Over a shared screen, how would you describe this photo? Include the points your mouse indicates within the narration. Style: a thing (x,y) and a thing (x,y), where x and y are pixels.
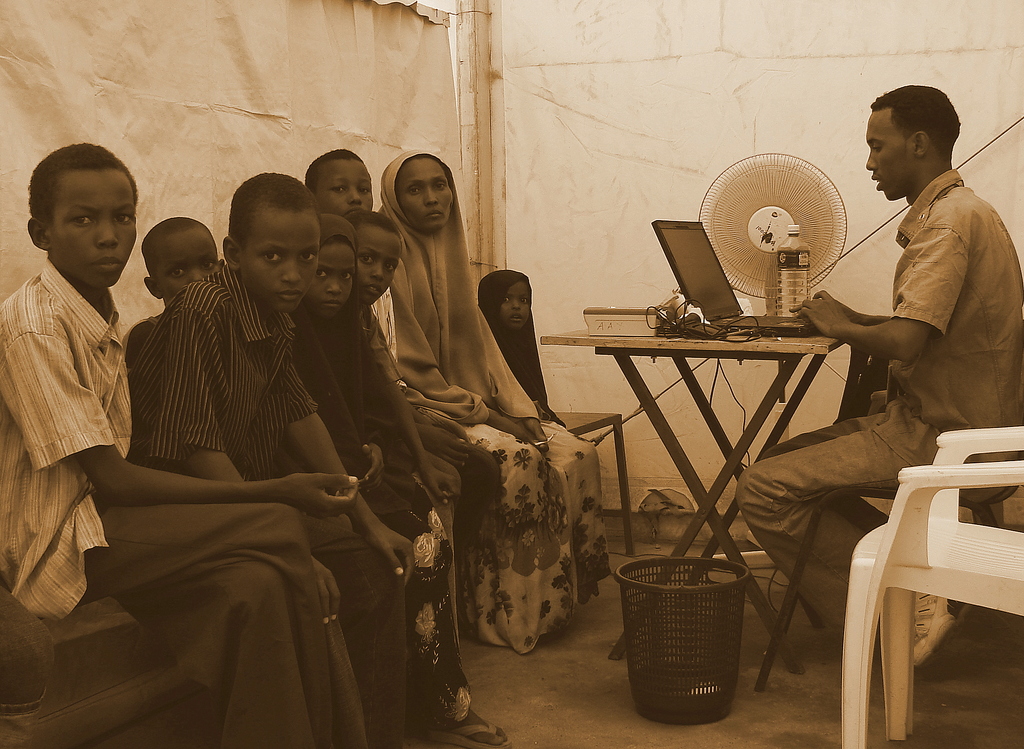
This picture is clicked inside the room (338,161). On the left corner of the picture (163,564), we see many people (251,512) sitting on the bench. In front of them, we see a table (681,347) on which monitor (724,313), water bottle (783,248), fan (737,277) and a box (657,318) are placed. Beside the table (729,346), we see dustbin (703,618). On the right corner of the picture (826,459), we see man (949,277) sitting on the chair (889,494). Beside him, we see a white chair (945,536) and on background (540,140), we see a wall (683,37) which is white in color.
